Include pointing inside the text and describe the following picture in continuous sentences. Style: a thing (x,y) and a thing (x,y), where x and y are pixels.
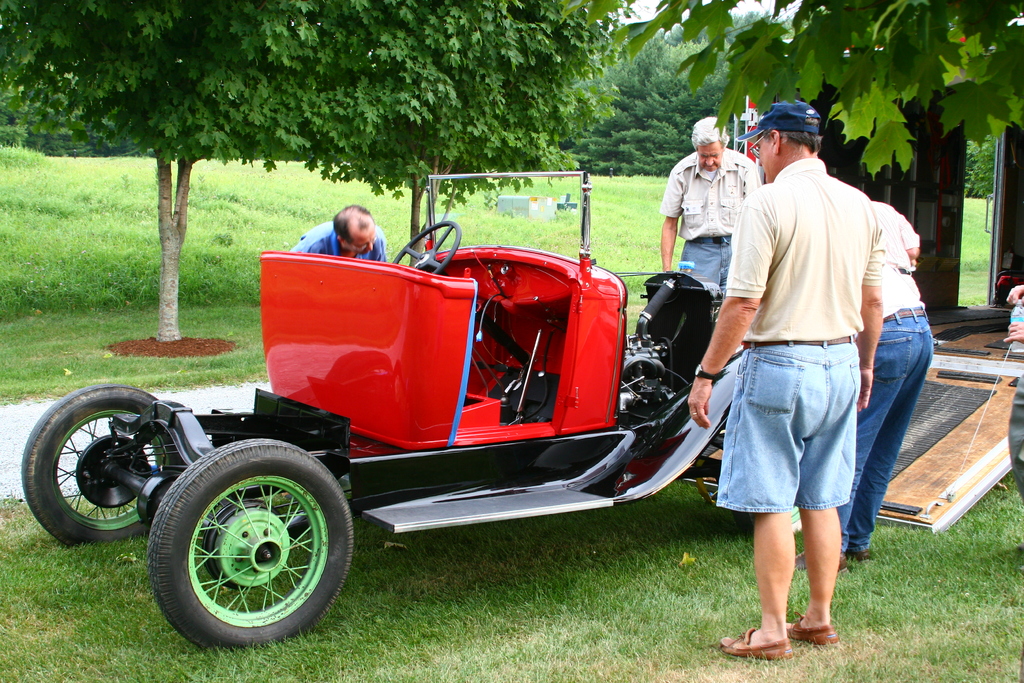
In this image we can see persons (846,386) and a vehicle (483,449). Behind the vehicle (568,370) we can see trees (467,192) and grass (409,196). On the right side (897,497), we can see a wooden object (942,340). In the top right (925,17), we can see leaves (855,59). At the bottom (472,629) we can see the grass (507,627).
